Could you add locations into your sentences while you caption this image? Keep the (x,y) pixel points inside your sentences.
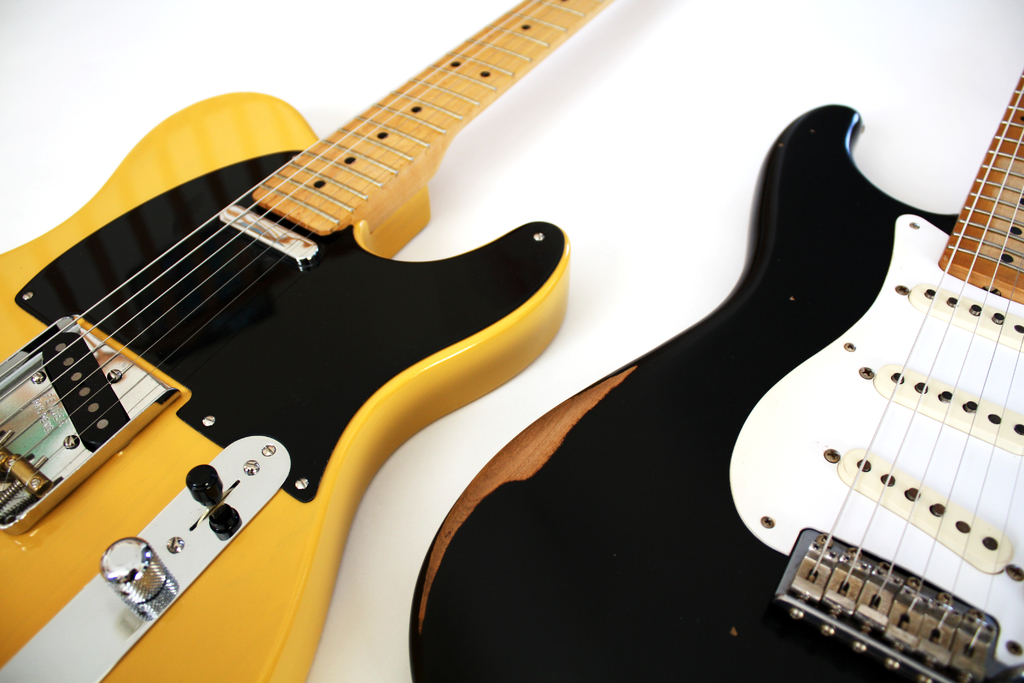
In this image, there are two guitars (223,231) which are white and black in color and another is yellow and black in color. And the background (413,15) is white in color.
